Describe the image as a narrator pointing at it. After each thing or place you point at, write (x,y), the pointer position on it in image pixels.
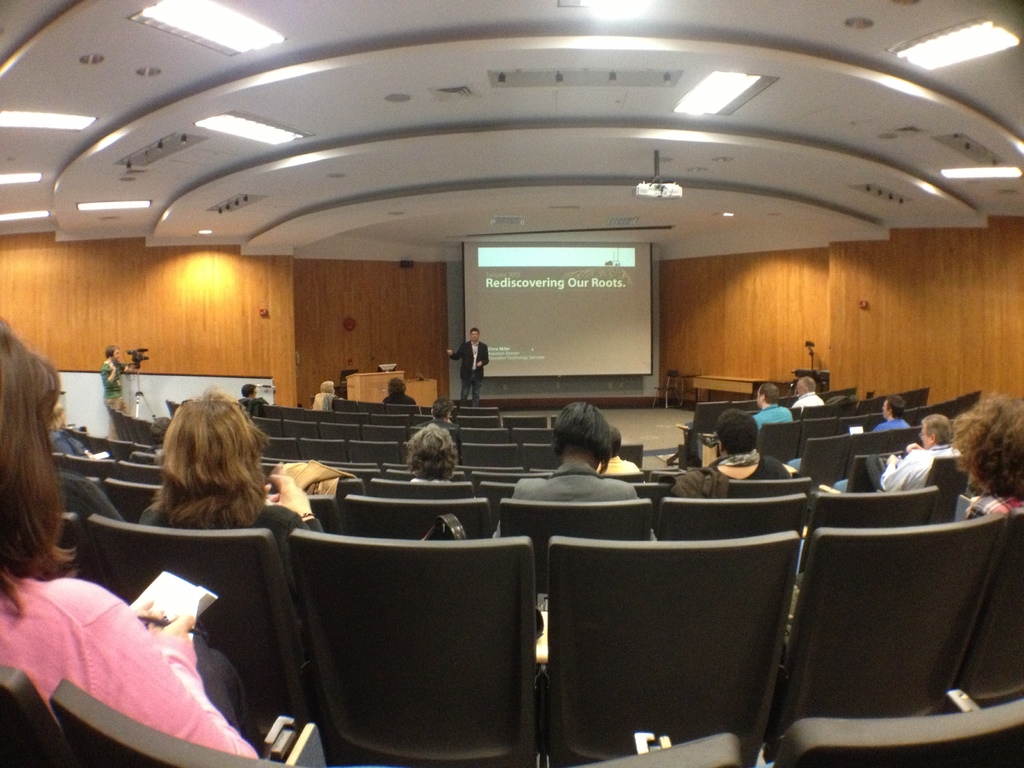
People (25,575) are seated on black chairs (348,653). A person (115,394) is standing at the left (136,369) holding a camera (139,351). At the back (480,365) there is a person (478,371) standing wearing a suit (481,373) and behind him there is projector display (604,281). On the top (735,117) there is ceiling (646,115), lights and a projector (650,187).
